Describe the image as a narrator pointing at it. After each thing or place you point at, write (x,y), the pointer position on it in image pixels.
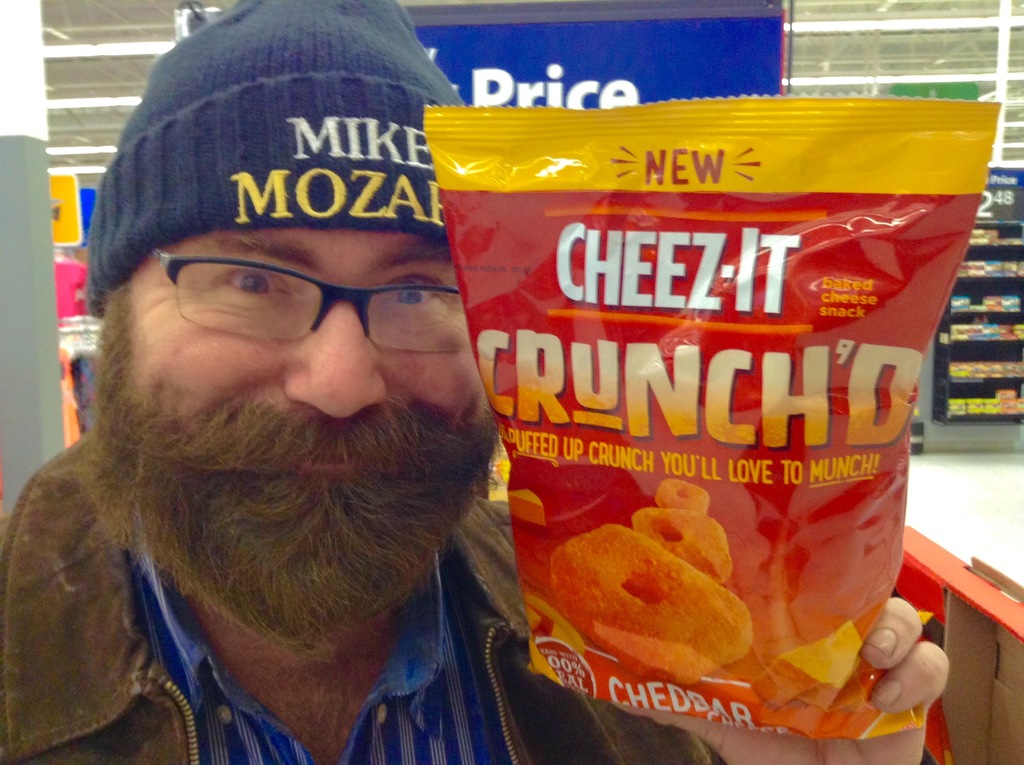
In this picture we can see a person (283,601) holding a packet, he is wearing a cap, spectacles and in the background (971,481) we can see a floor (941,501), pillar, poster (751,21), shelves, lights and some objects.
